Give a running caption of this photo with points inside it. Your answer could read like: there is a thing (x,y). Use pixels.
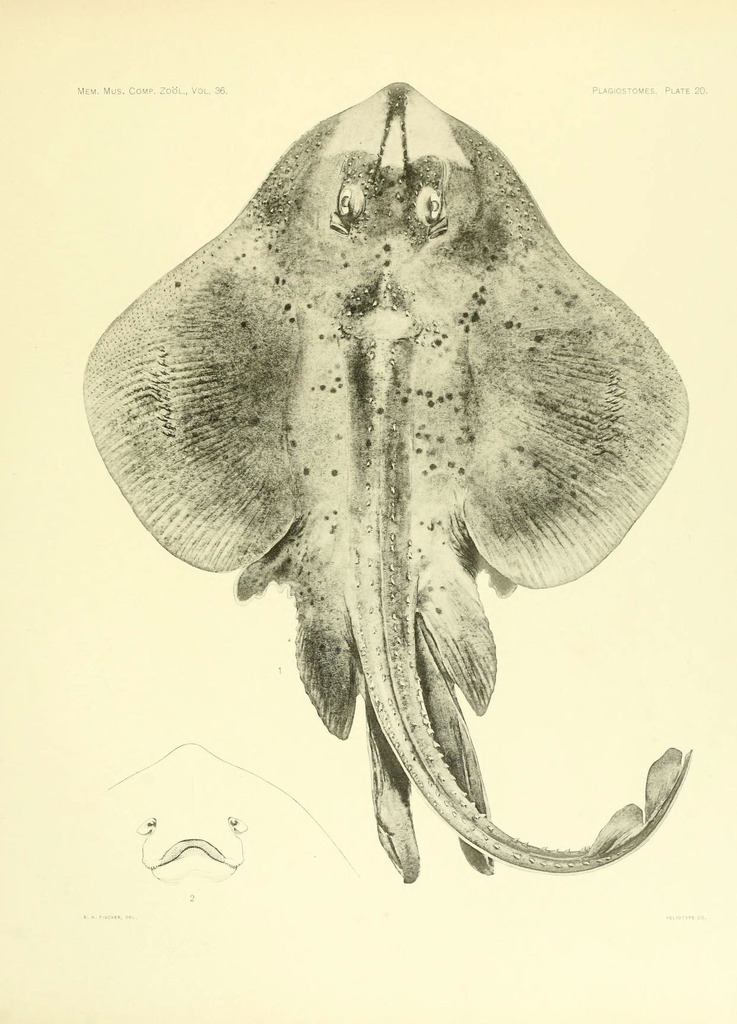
It is a drawing of an animal (286,407) and the background (24,377) is cream color.
